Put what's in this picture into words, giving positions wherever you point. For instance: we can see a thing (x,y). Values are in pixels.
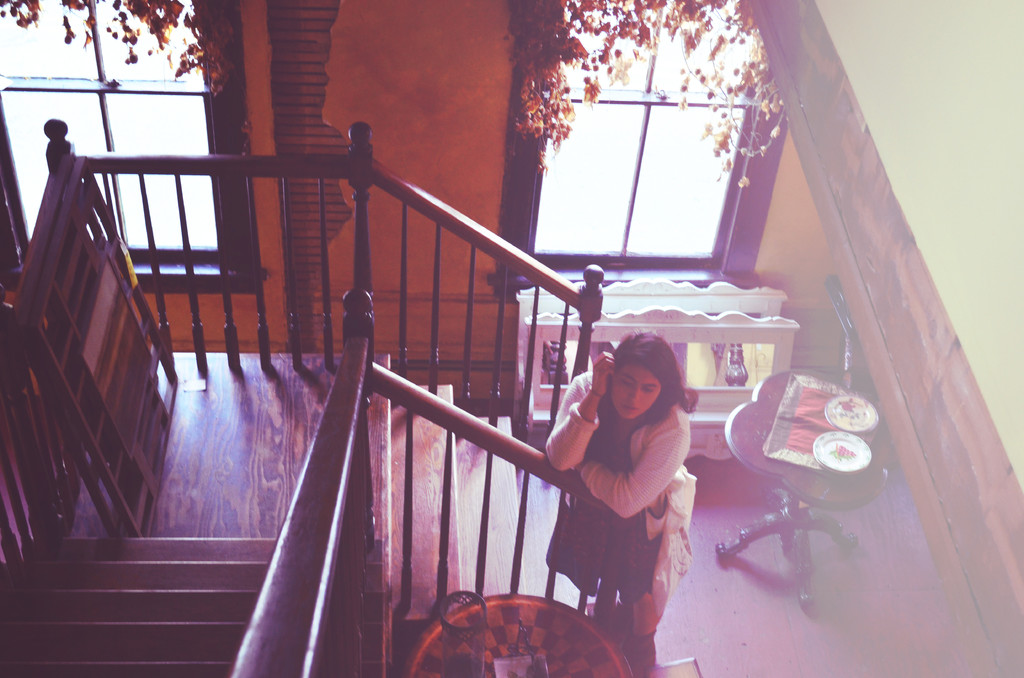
In this image I can see there is a lady (601,520) standing beside the stairs (53,627), at the back (562,313) there are so many objects (562,313) also there are windows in the middle of the wall (790,287).
